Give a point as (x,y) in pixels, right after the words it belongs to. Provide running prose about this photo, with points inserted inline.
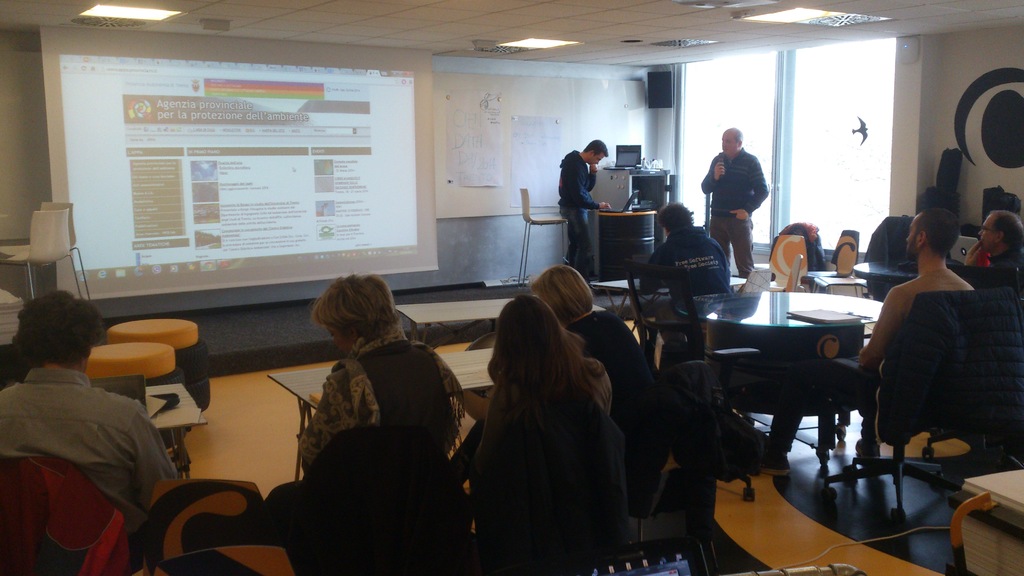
In the picture I can see people (570,318) among them some are standing and some are sitting on chairs (664,418) in front of tables (787,294). On the tables (866,299) I can see some objects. In the background (170,230) I can see a projector screen (300,198), board (486,215) attached to the wall (490,228), chairs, lights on the ceiling (351,29) and some other objects (484,147).
